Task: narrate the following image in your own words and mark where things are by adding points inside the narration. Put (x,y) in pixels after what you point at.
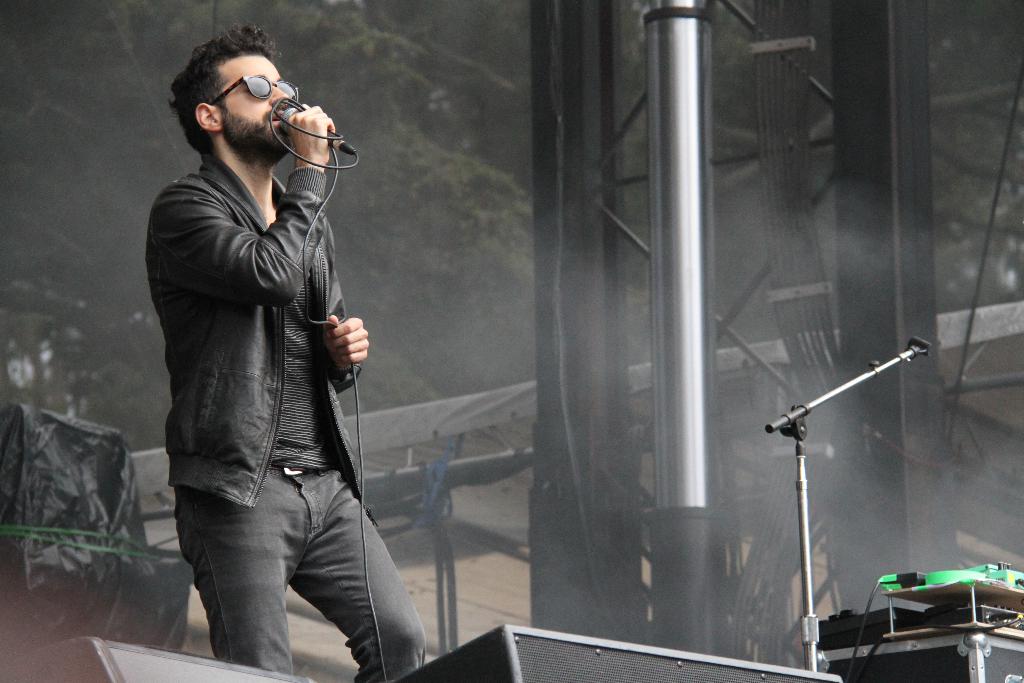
In this image I can see a man (260,292) is standing and I can see he is wearing black dress (279,351) and black shades (238,79). I can also see he is holding a mic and wires (355,406). In background (912,345) I can see a mic stand (799,437) and few black colour things (613,664).
